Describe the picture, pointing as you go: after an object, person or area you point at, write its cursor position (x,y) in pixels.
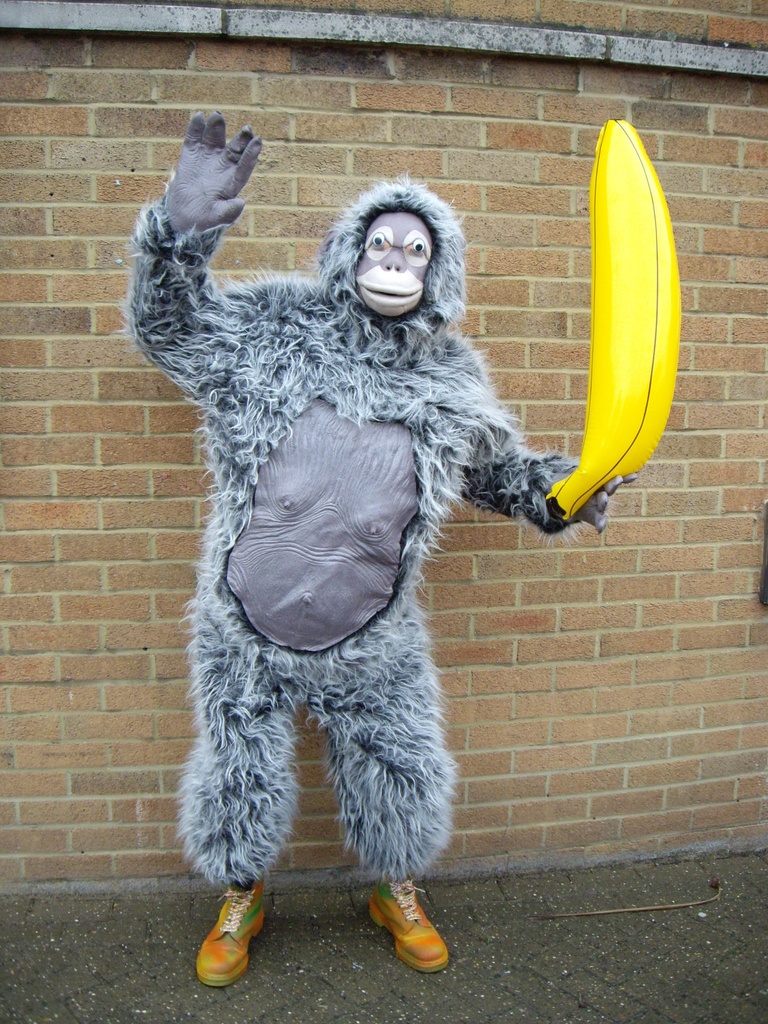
In this picture we can see a person (323,571) wore costumes (319,568), behind the person (332,450) we can see a wall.
